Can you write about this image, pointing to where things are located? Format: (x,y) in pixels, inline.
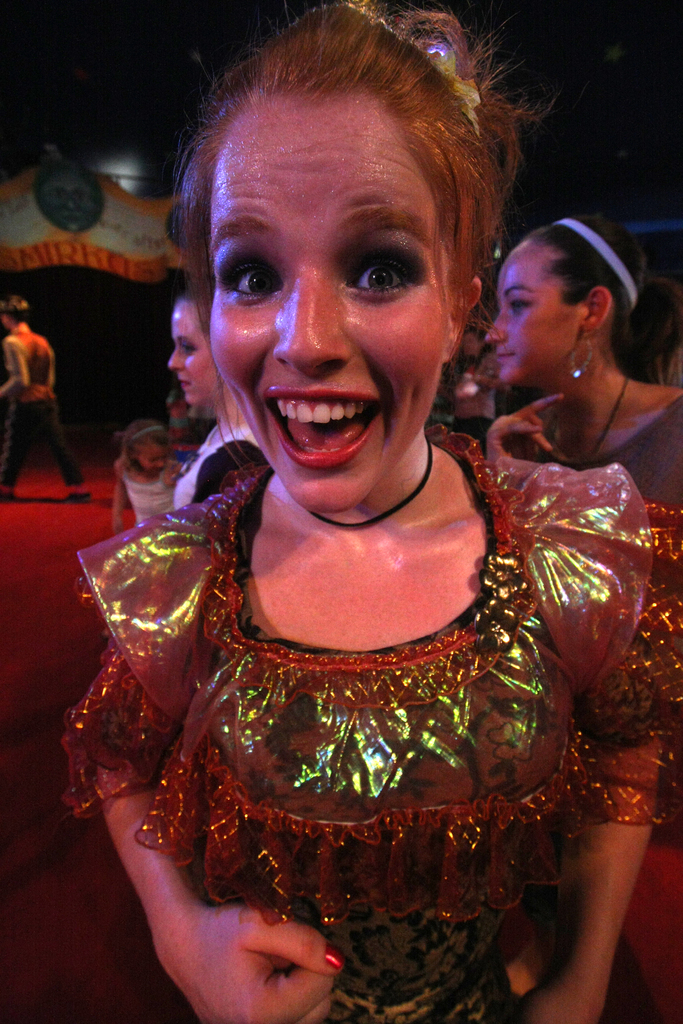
In the picture I can see a woman (173,750) wearing a dress (260,683) is smiling. In the background (662,335), I can see a few more people (626,386) are walking on the floor (88,658).
